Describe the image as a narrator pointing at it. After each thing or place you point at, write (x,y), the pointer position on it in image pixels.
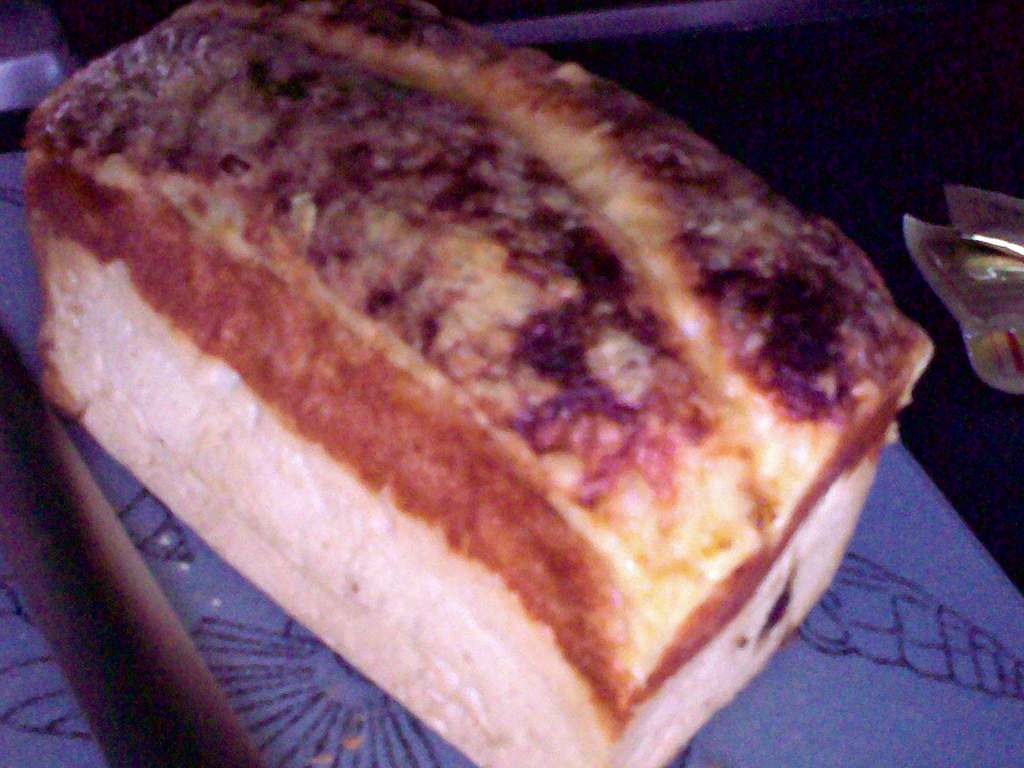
In this image we can see a bread (661,662) and at the bottom (929,724) the surface (744,725) is blue color.
